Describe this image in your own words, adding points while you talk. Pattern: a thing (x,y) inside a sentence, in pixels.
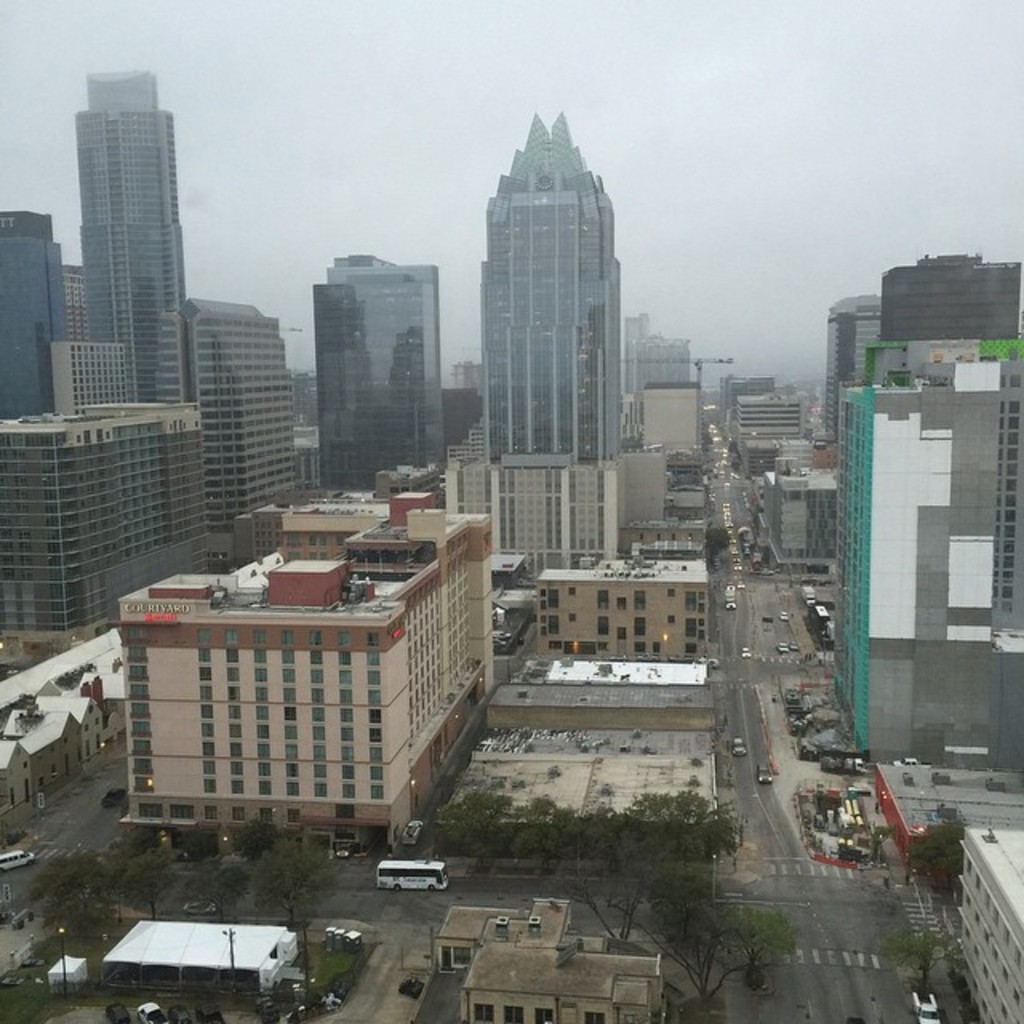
In the image there are many vehicles (818,621) moving on the road (854,997) and buildings (547,921) all around the place, this is a aerial view image of a city (923,323) and above its sky (313,93).
